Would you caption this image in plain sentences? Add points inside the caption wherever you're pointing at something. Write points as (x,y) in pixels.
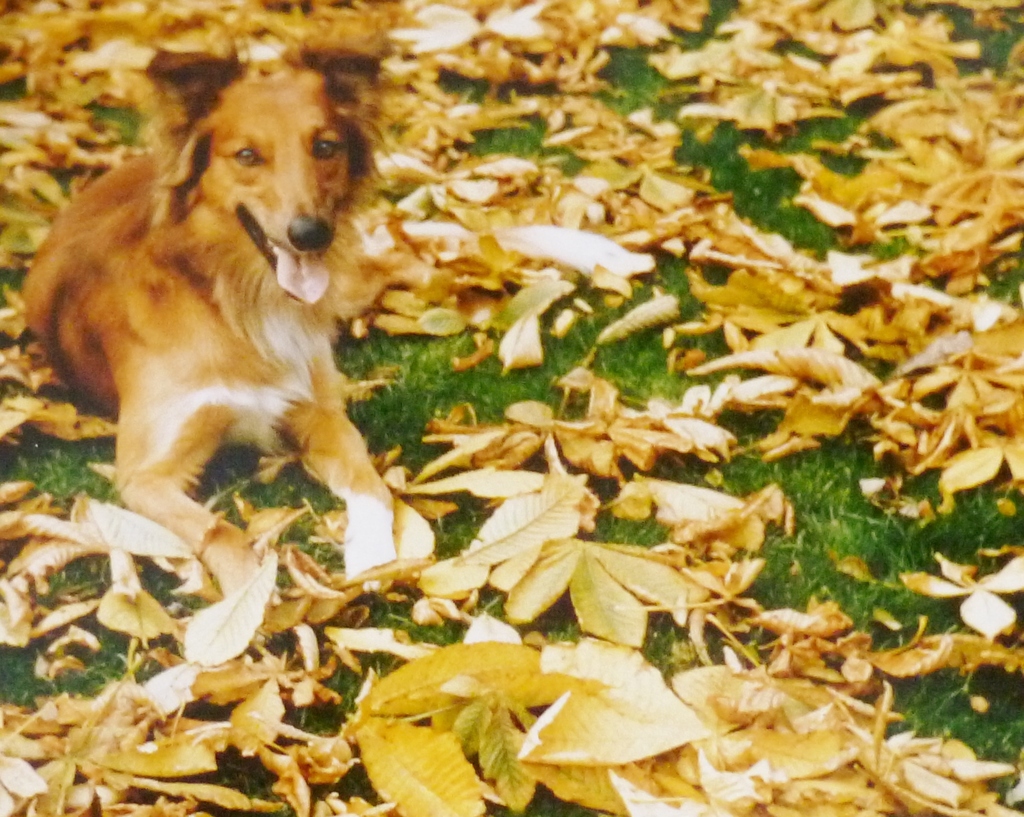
In the image there are dry leaves (560,442) on the ground (833,406). And also there is grass (849,596). On the left side of the image (215,233) there is a dog (122,330).
